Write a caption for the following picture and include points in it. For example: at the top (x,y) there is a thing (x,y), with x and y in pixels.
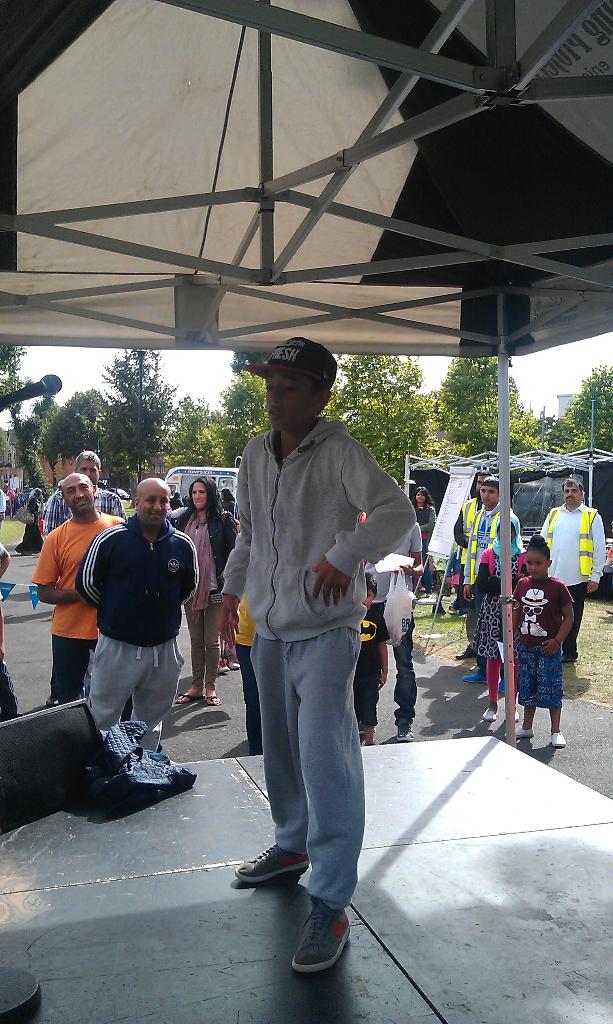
This image consists of many people (93,603) standing on the road (22,586). In the front (284,794), it looks like the boy (329,763) is dancing. At the top (363,166), there is a tent (390,184). In the background (412,416), there are many trees (207,416). On the left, we can see a mic (11,398). And there is a jacket (112,763) kept on the dais (133,843).
